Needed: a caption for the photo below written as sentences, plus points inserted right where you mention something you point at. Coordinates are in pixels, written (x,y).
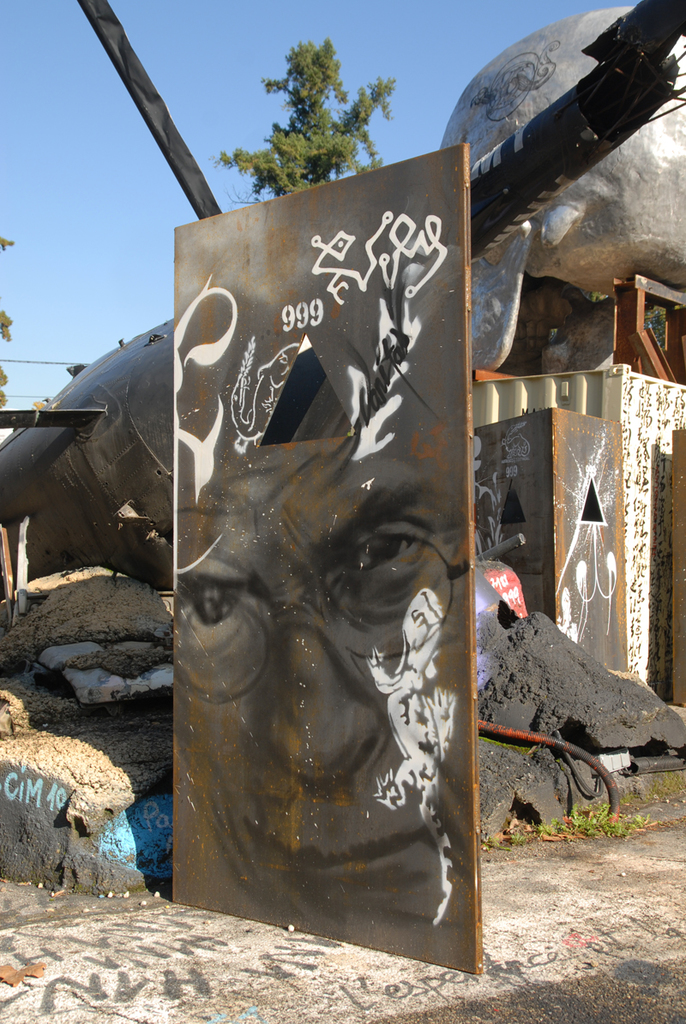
In this image there is a building (565,406), stones (567,698), painting (207,445). In the background (311,98) there are trees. The sky (98,194) is clear.
